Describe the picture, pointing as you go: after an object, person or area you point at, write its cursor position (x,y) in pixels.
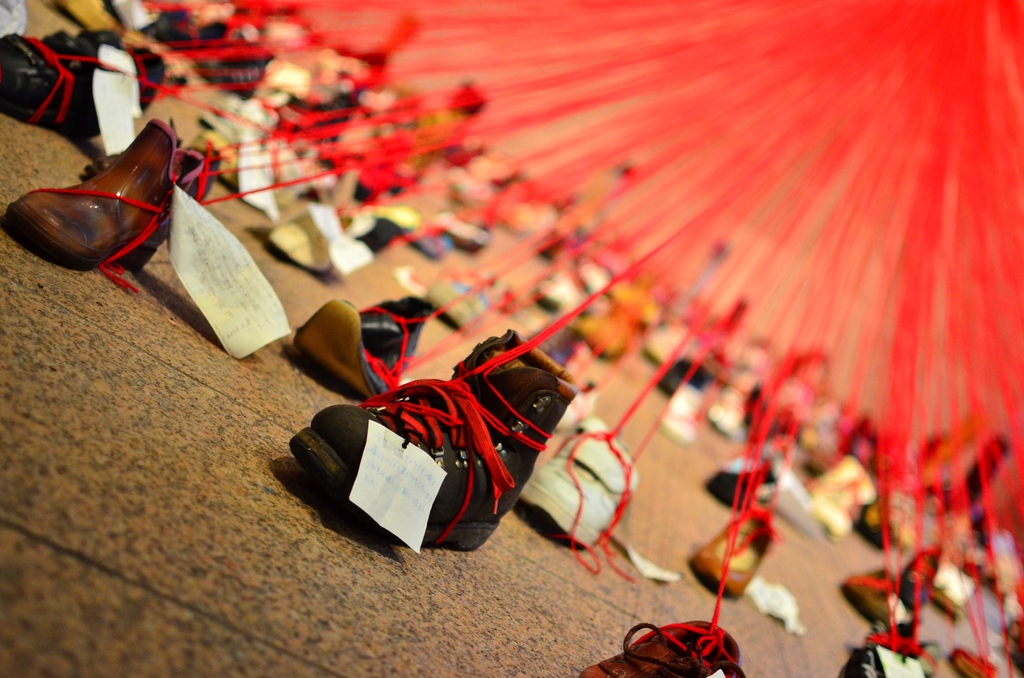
In this picture we can see footwear (866,585) on the ground (119,352), papers (243,305), threads (432,79) and in the background (697,133) it is blurry.
